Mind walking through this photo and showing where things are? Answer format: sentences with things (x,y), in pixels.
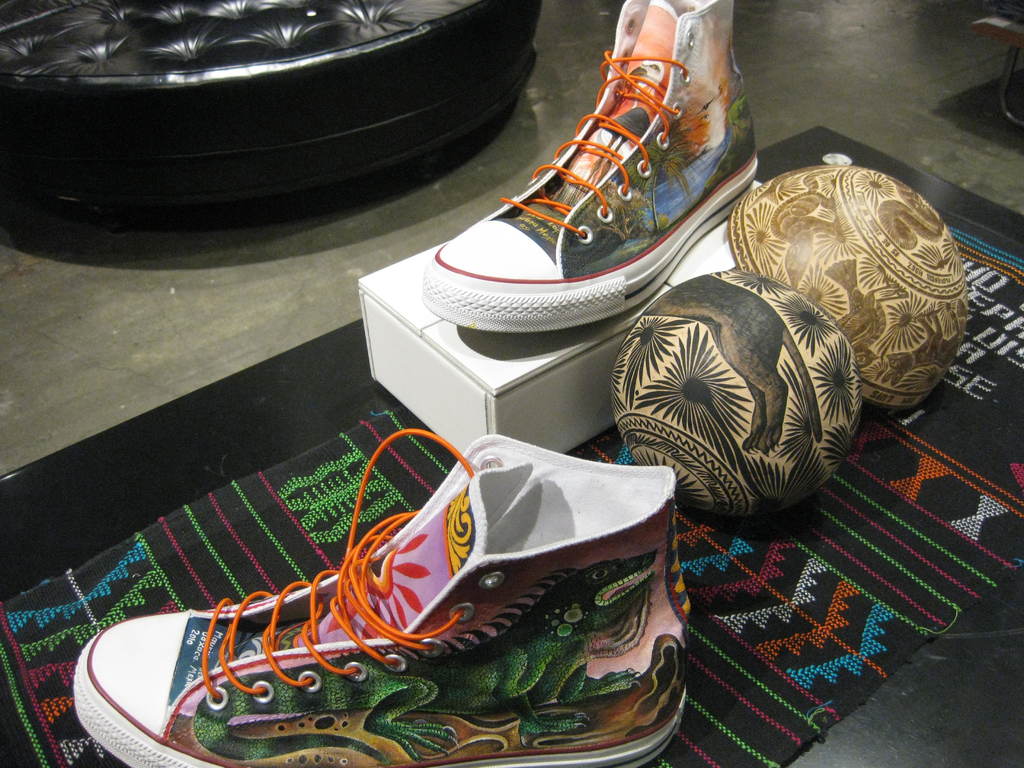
This image consists of shoes (315,729) and two balls (770,388). At the bottom (797,678), there is a mat (804,625) on the floor (434,238). In the back (207,111), it looks like a couch (260,99). And there is a box (516,401) in white color.
